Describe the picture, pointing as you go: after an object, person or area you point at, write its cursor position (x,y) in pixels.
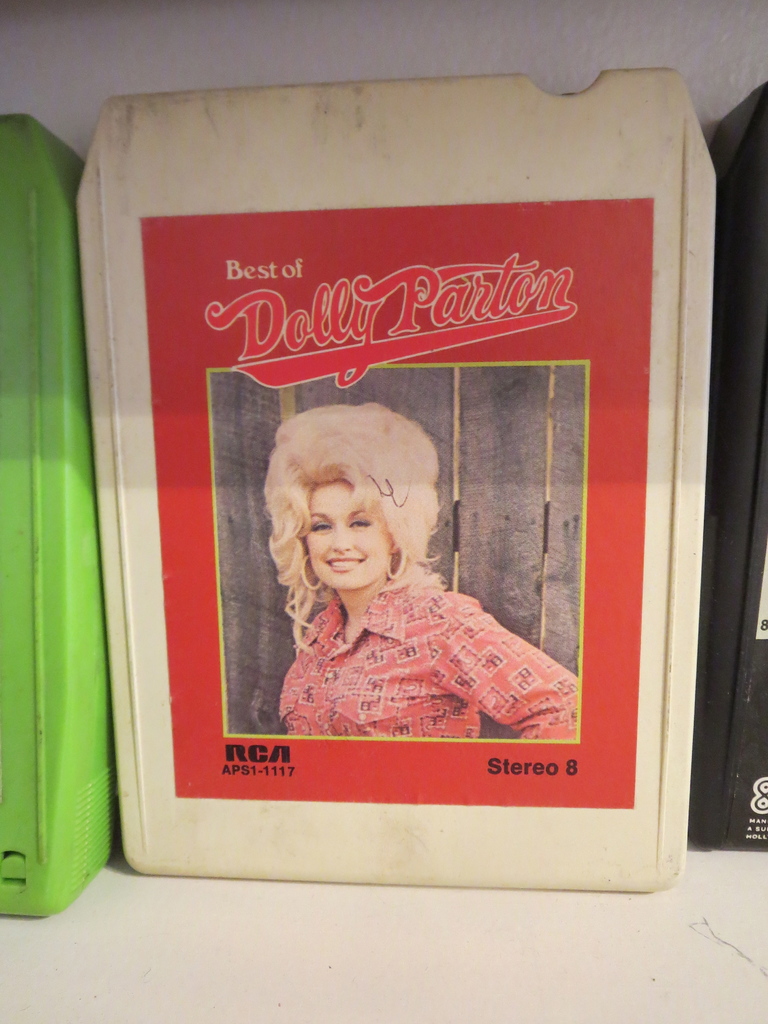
In this image we can see an object (413,556) with a poster (406,513) of a woman (339,476) and some text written on it.
